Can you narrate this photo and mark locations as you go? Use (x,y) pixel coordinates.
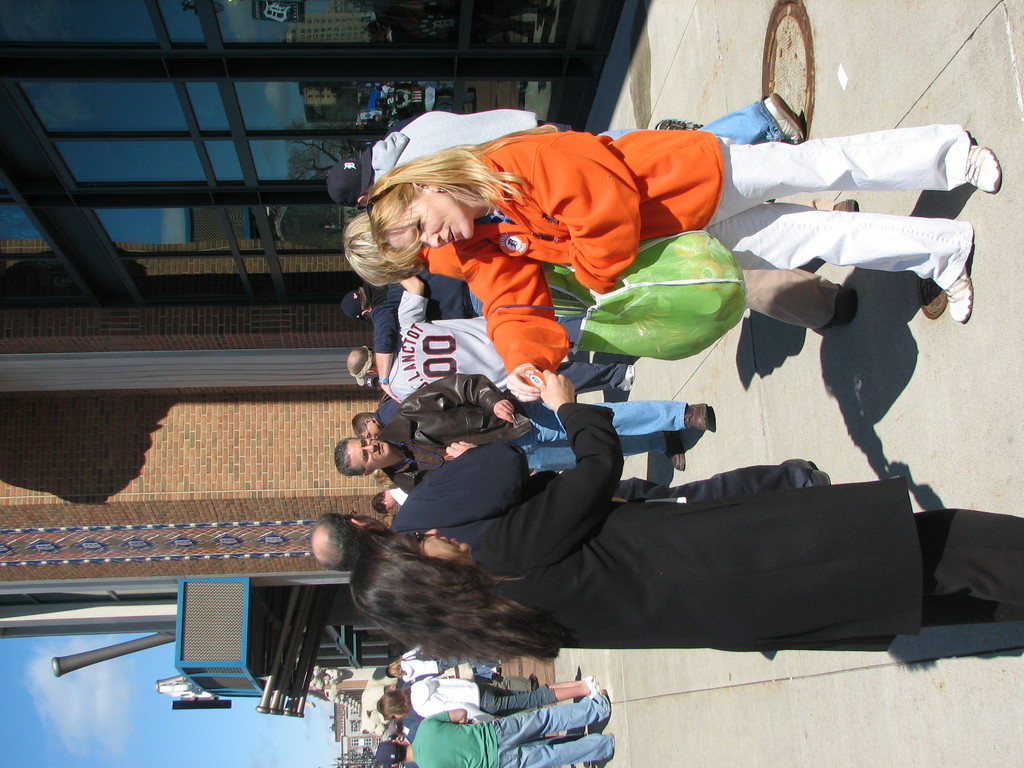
This is a rotated image. In this there are a few people (532,483) standing on the road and a few (547,443) are holding some bags (625,343) in their hands (516,396), there are buildings (275,370). In the background (153,725) there is the sky (254,732).
